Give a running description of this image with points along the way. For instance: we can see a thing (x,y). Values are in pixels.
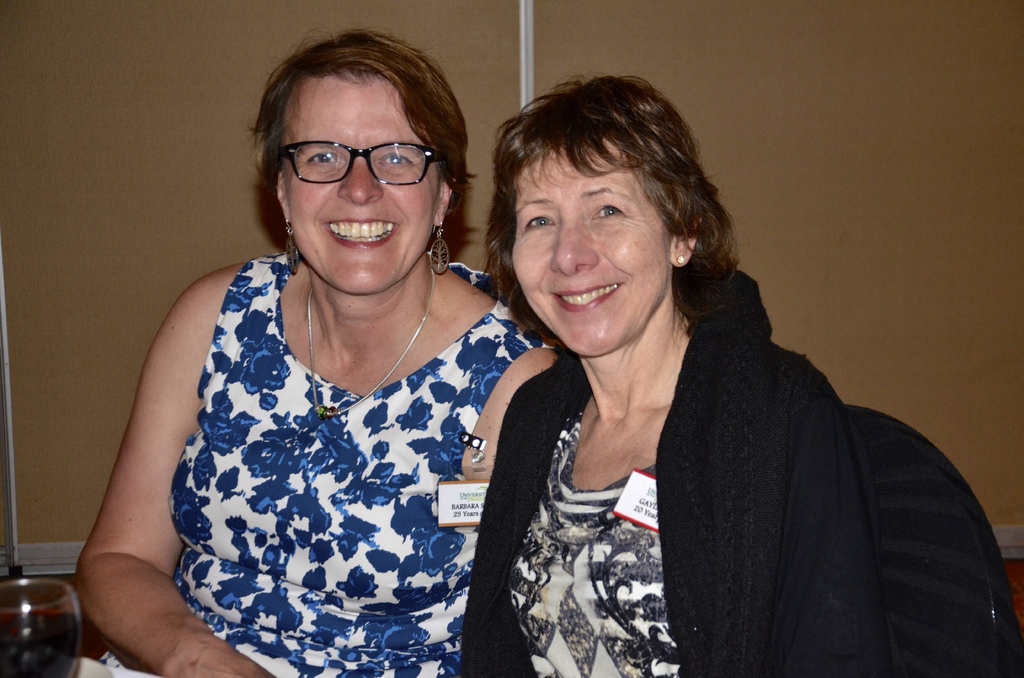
In this image in the foregrounds there are two women (486,470) who are sitting and smiling, and in the background (125,2) there are some boards (195,125). And at the bottom (49,629) there is glass (53,618), and in the glass (54,622) there is some drink (46,619).
